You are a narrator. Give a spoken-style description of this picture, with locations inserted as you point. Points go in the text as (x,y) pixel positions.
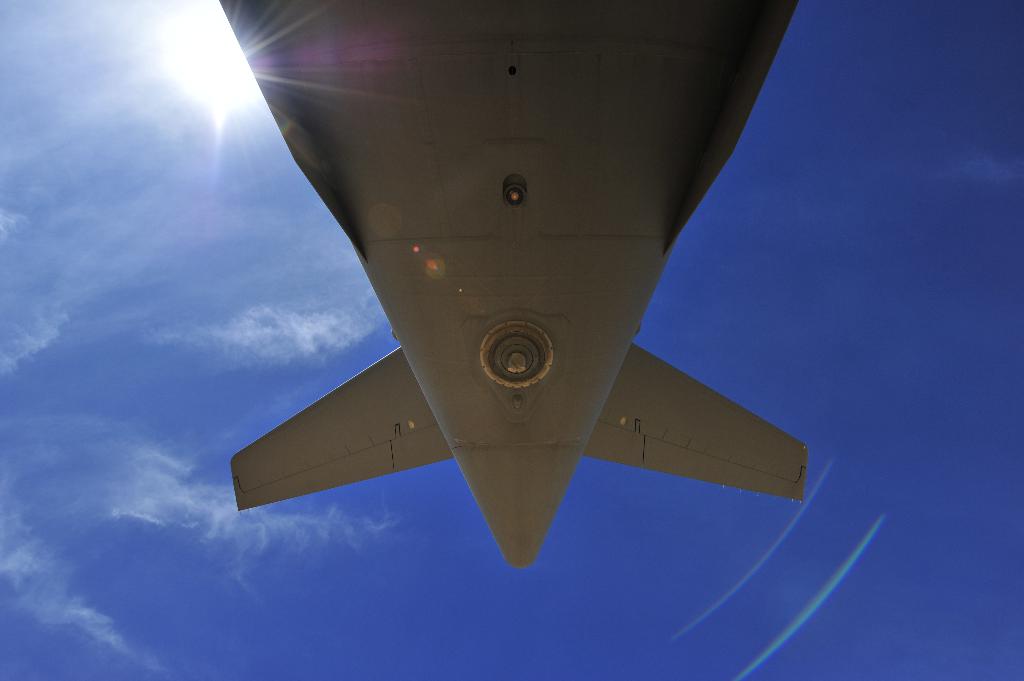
In this image we can see an aircraft (418,408) and sky (743,374) with clouds (244,518) in the background (708,350).
